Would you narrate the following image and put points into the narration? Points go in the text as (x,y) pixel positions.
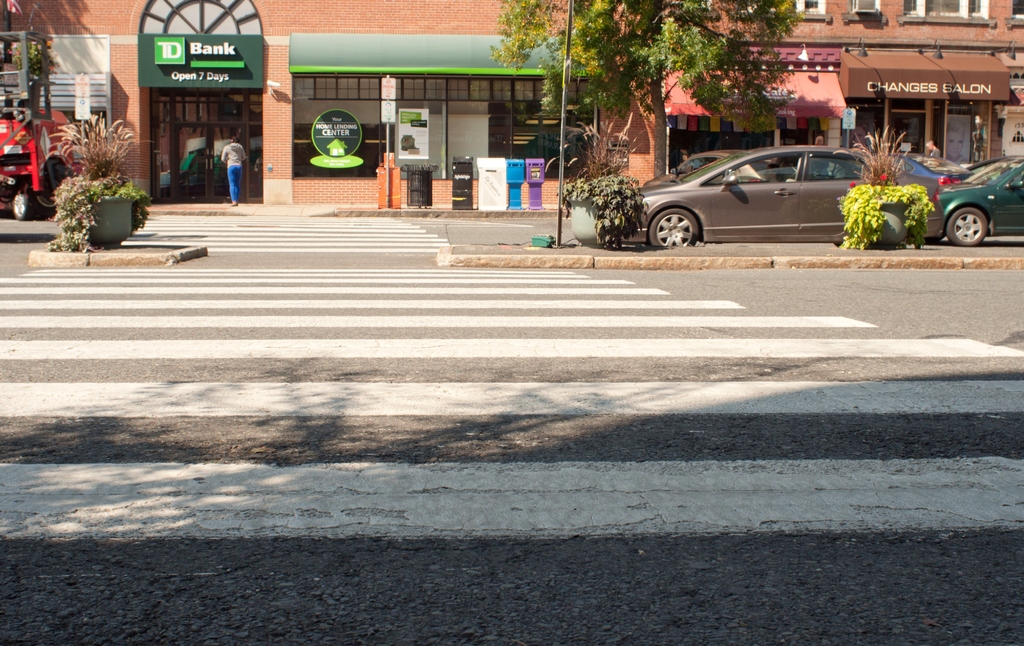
This image is clicked on the road (304,520). In the front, there is a bank (181,54). The building (336,84) is in brown color. To the right (805,174), there are cars (818,187) parked. Beside the car (810,176) there are plants (624,167) and trees (602,107). To the left (62,178), there is a forklift (36,166).
